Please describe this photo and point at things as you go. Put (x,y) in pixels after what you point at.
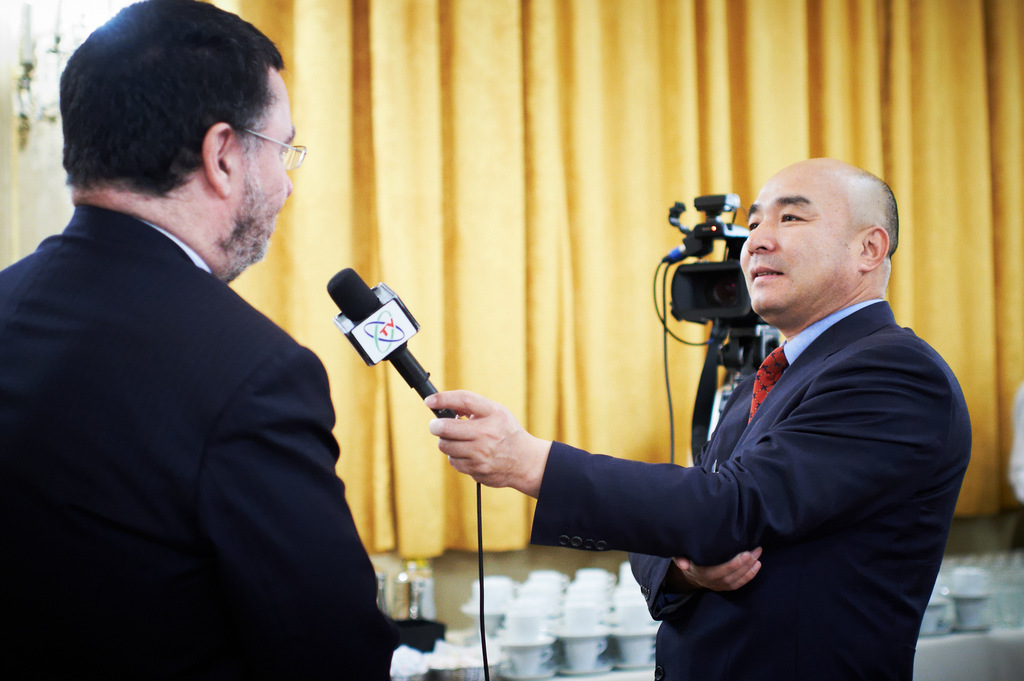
In this picture there is a man (492,464) holding a mic (373,323) in his hand (520,447) and asking question to another man (130,411). In the background (706,284) there is a video camera (714,297). There are some cups (603,605) placed on the table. We can observe yellow color curtain (565,241) here.
